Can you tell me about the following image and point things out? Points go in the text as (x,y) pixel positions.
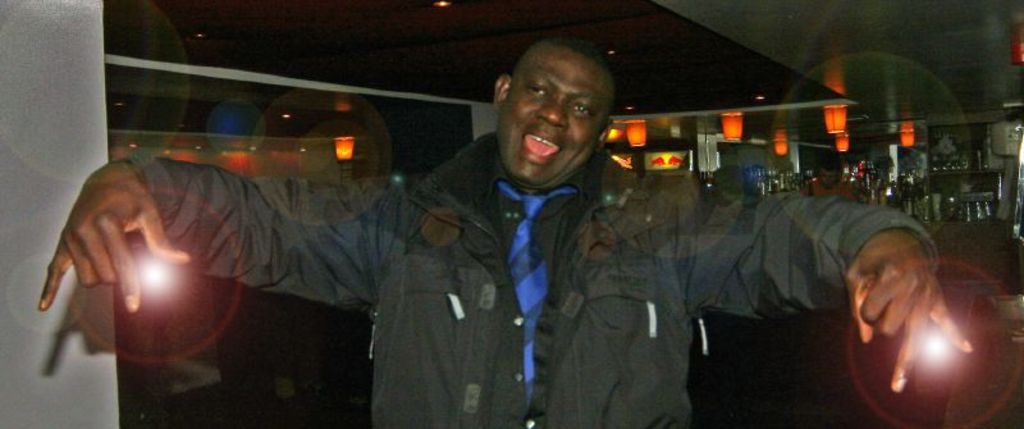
In this image in the front (539,245) there is a person (526,234) standing and smiling. In the background (872,175) there are bottles (779,173) and glasses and there are lights (635,132) and there is a person (829,180).
